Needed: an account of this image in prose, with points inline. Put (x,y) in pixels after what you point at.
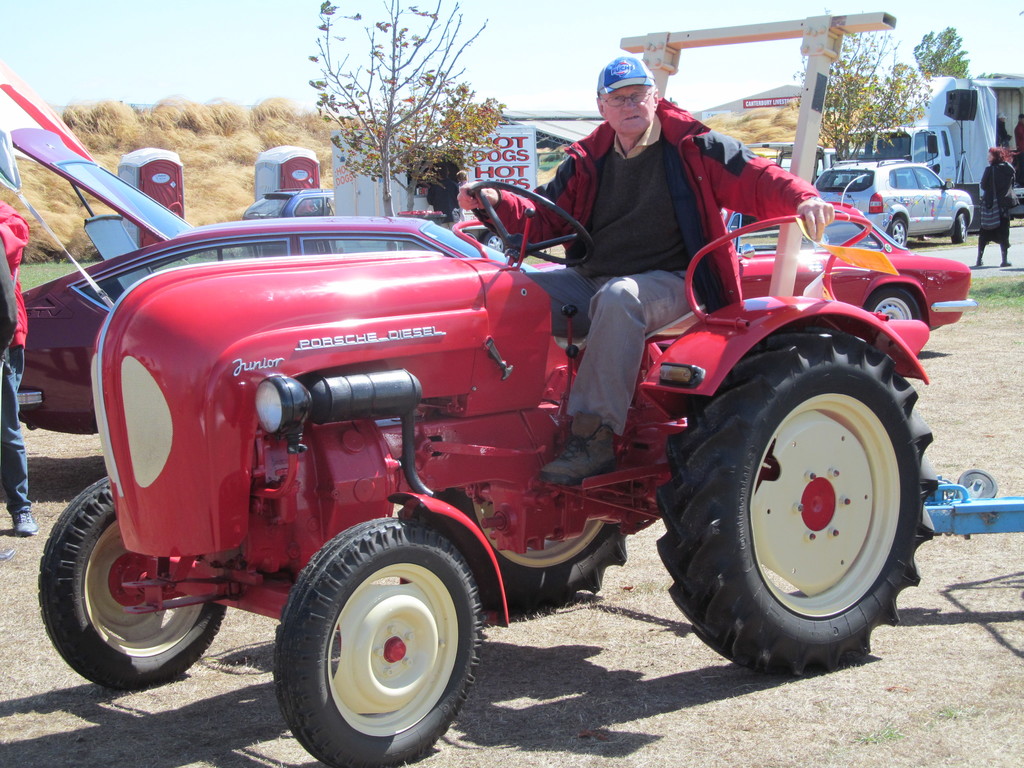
In the image there is a man (621,305) sitting on a vehicle (490,281) and around the man (603,111) there are some other vehicles (902,172) and in the background (103,145) there is a lot of grass (763,128).
